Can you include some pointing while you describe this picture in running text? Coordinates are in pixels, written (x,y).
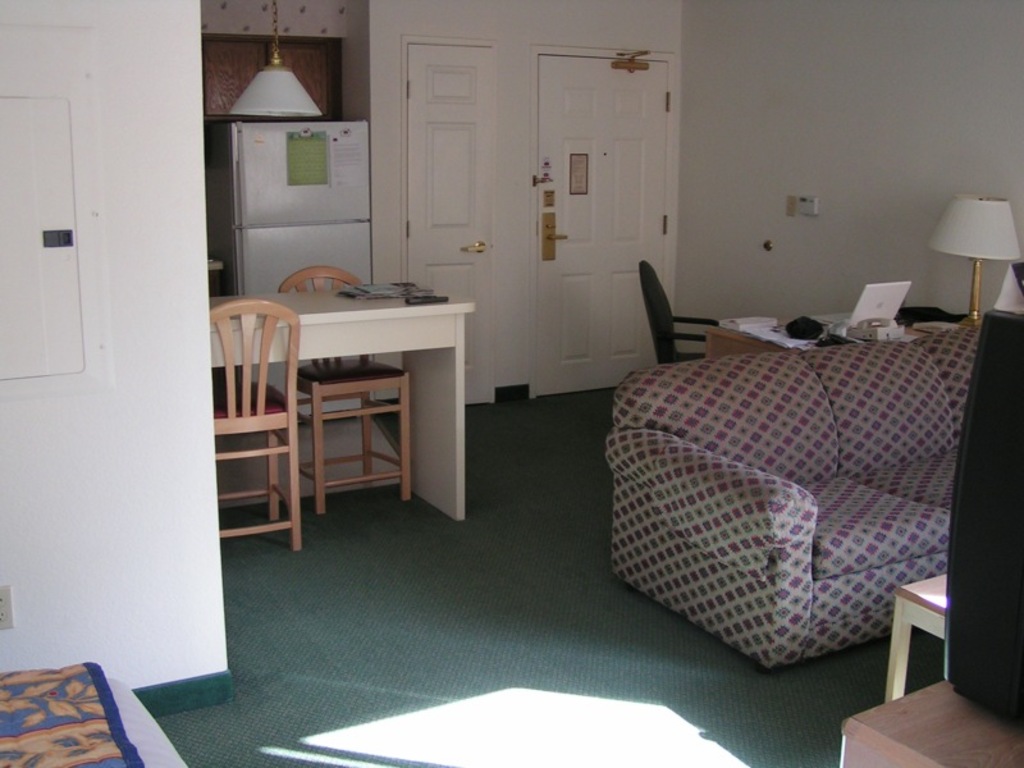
This picture is clicked inside a room (477,605). There is a couch (729,518) to the right corner of the room (810,451) and behind there is table (724,343) and chair (690,345) near to it. On the table (712,327) there is a laptop (873,314), telephone (869,335), table lamp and papers (765,326). There is another table (337,328) to the left corner of the room (352,321) and chairs (303,365) near it. Behind it there is a refrigerator (273,188). There is a lamp (269,82) hanging to the ceiling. In the background (419,131) there are doors (468,167) and wall (768,148). There is a carpet (392,710) on the floor (325,705).
